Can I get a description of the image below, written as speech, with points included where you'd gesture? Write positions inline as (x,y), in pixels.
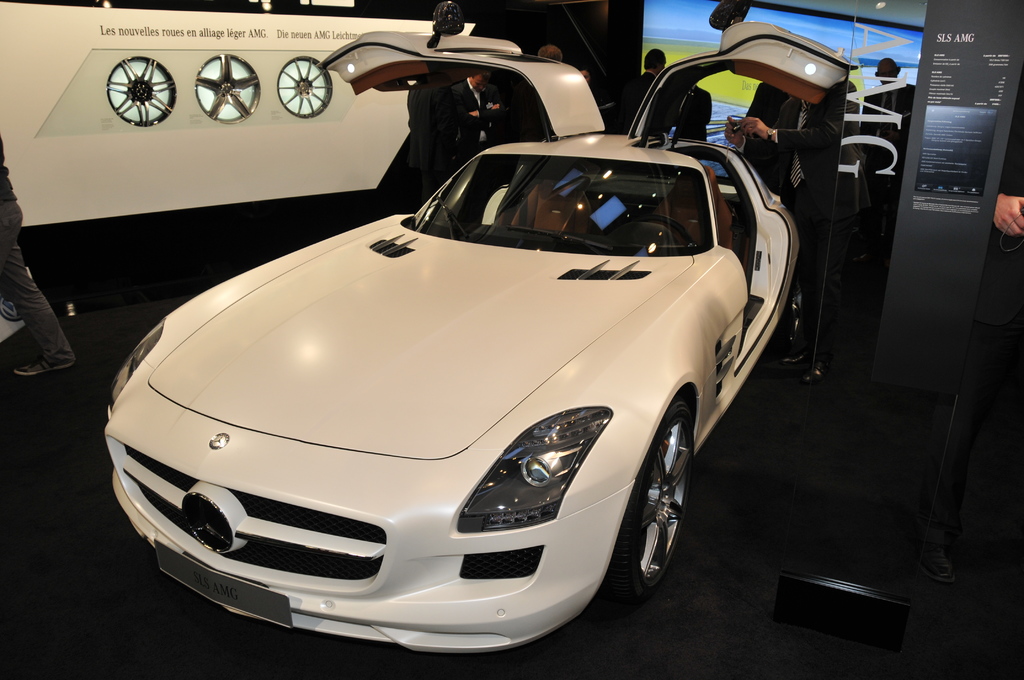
In this picture we can see a vehicle (555,460), people (822,371) on the ground (789,441) and in the background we can see some objects (1019,50).
